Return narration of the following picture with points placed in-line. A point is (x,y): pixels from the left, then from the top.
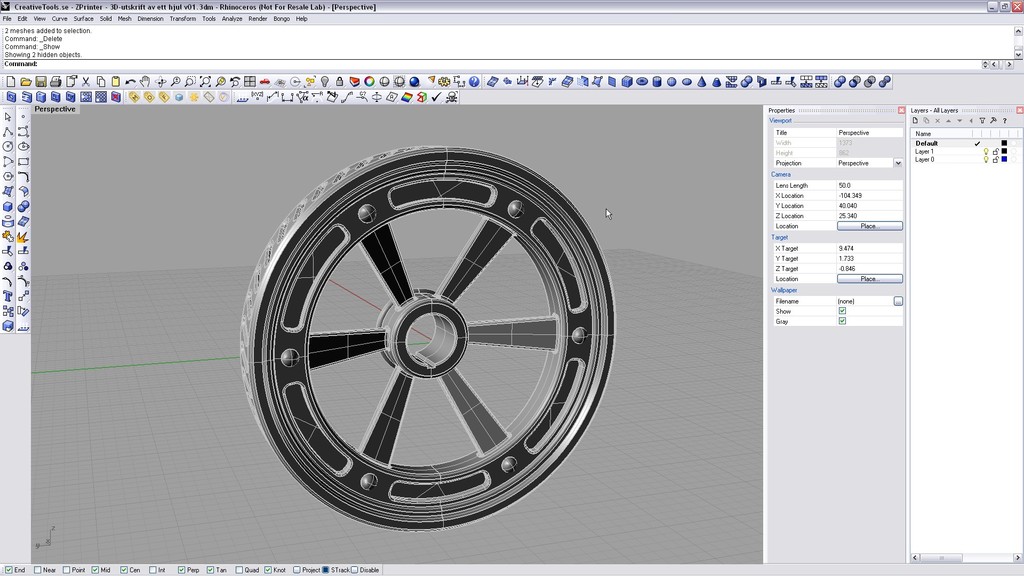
This is the screenshot of a computer with a wheel (495,260) in the middle (591,249) and toolbar (131,90) above it.
